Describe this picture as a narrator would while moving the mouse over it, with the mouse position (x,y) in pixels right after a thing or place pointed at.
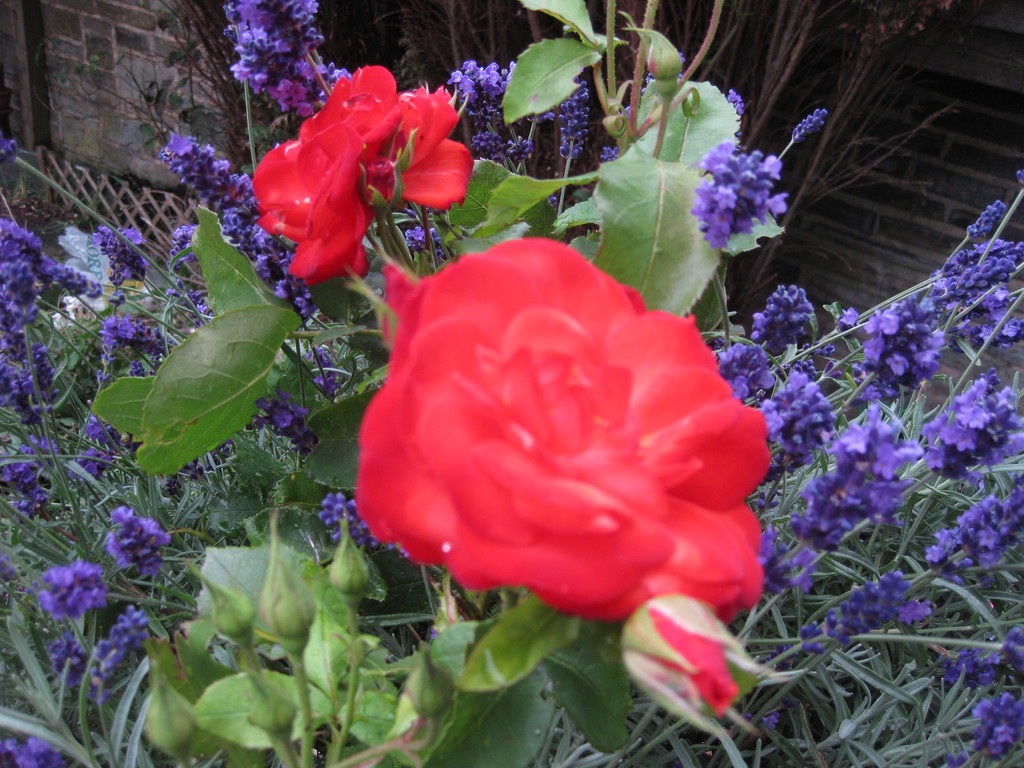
In the image we can see some flowers (956,472) and plants (643,13). Behind the plants (1001,213) there is wall (7,52).
